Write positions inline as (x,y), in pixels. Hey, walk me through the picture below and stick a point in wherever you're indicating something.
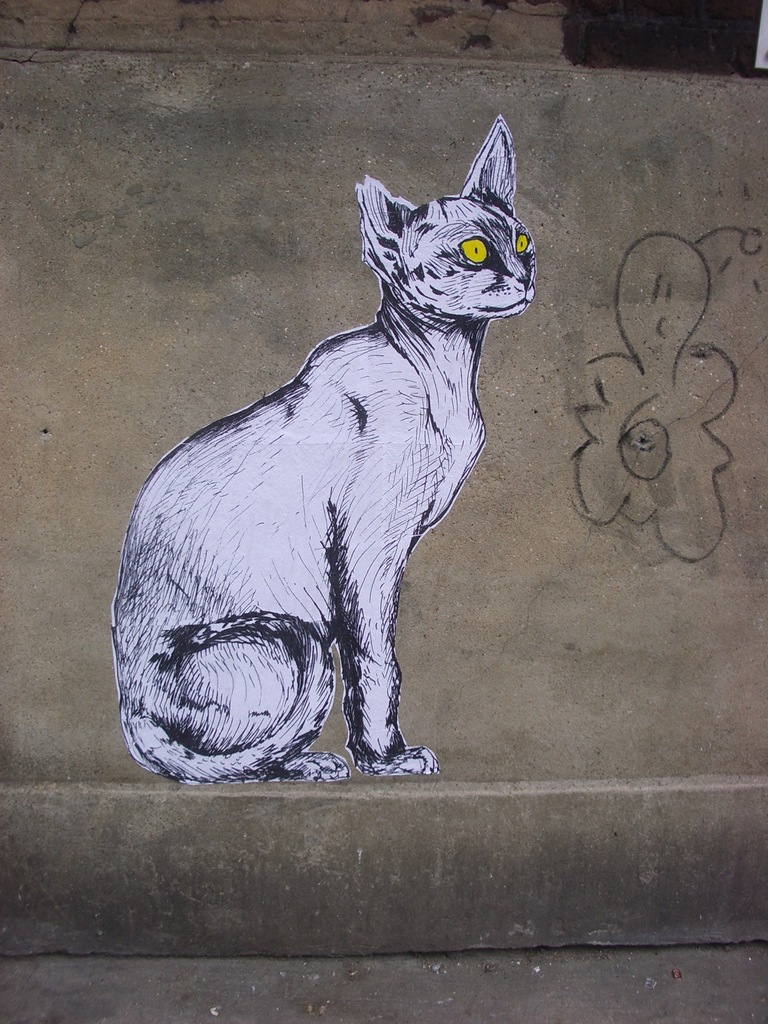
In this picture we can see a wall (78,545) with a painting (177,593) of a cat (416,437) on it.
